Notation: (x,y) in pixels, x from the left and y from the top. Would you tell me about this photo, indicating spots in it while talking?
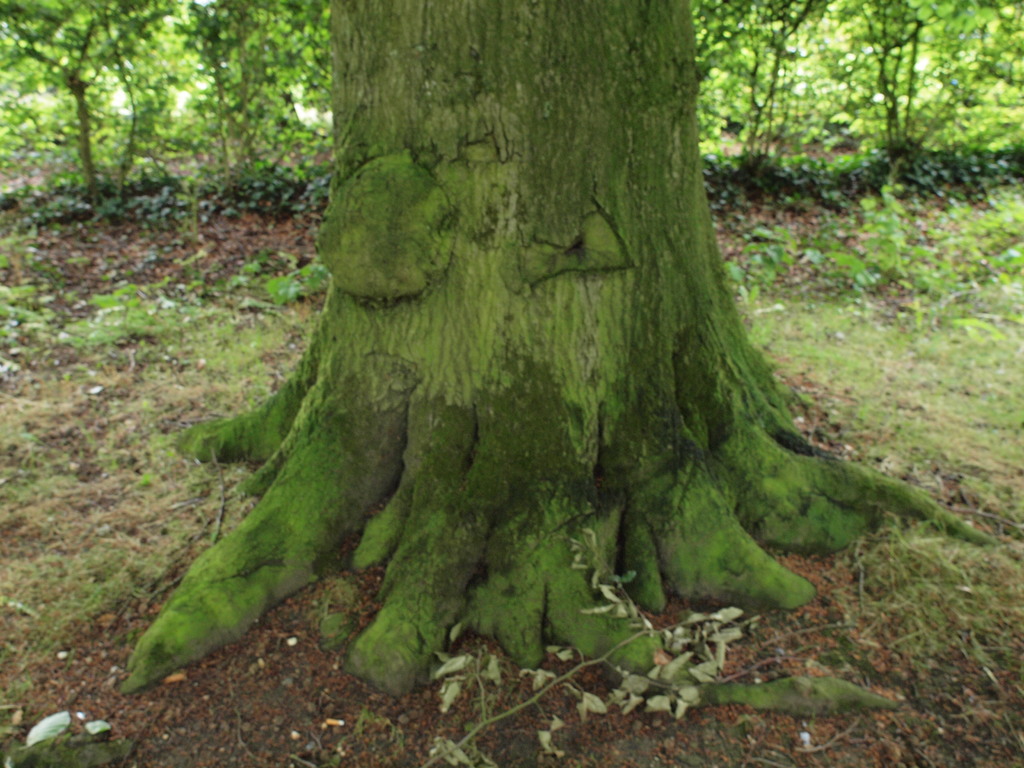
In this image we can see a tree trunk (468,249). In the background (263,10) there are trees (818,85).
